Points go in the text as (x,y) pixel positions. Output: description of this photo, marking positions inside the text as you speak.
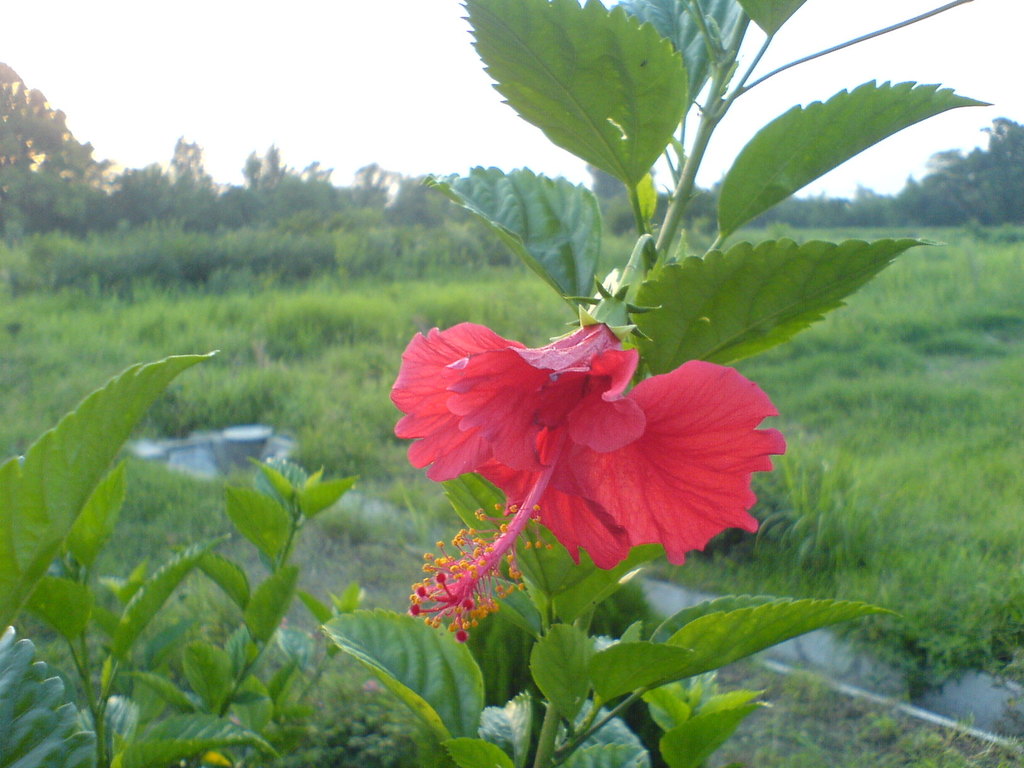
This picture shows few trees (999,194) and a hibiscus flower (500,413).
